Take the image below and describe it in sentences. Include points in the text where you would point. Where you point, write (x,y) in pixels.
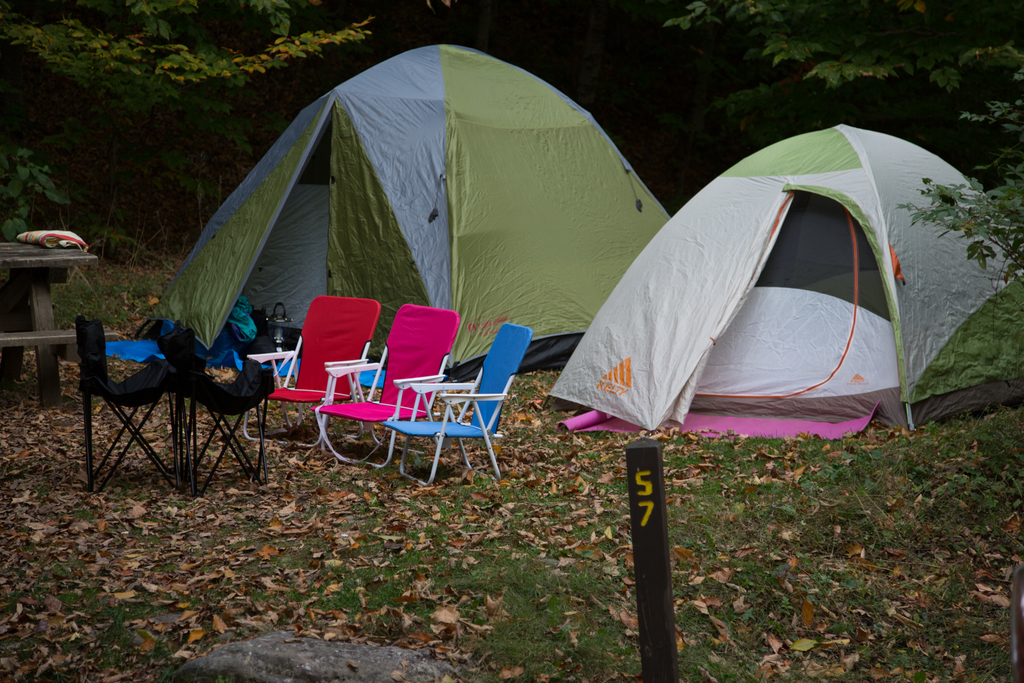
In this picture I can see couple of tents (729,221), few chairs (383,398) and a bench (13,331) on the left side (70,377) and I can see grass (432,600) on the ground (490,554) and few trees (336,42) in the back (391,33). I can see a wooden post (637,513) and a rock (229,666) at the bottom of the picture (280,682).
